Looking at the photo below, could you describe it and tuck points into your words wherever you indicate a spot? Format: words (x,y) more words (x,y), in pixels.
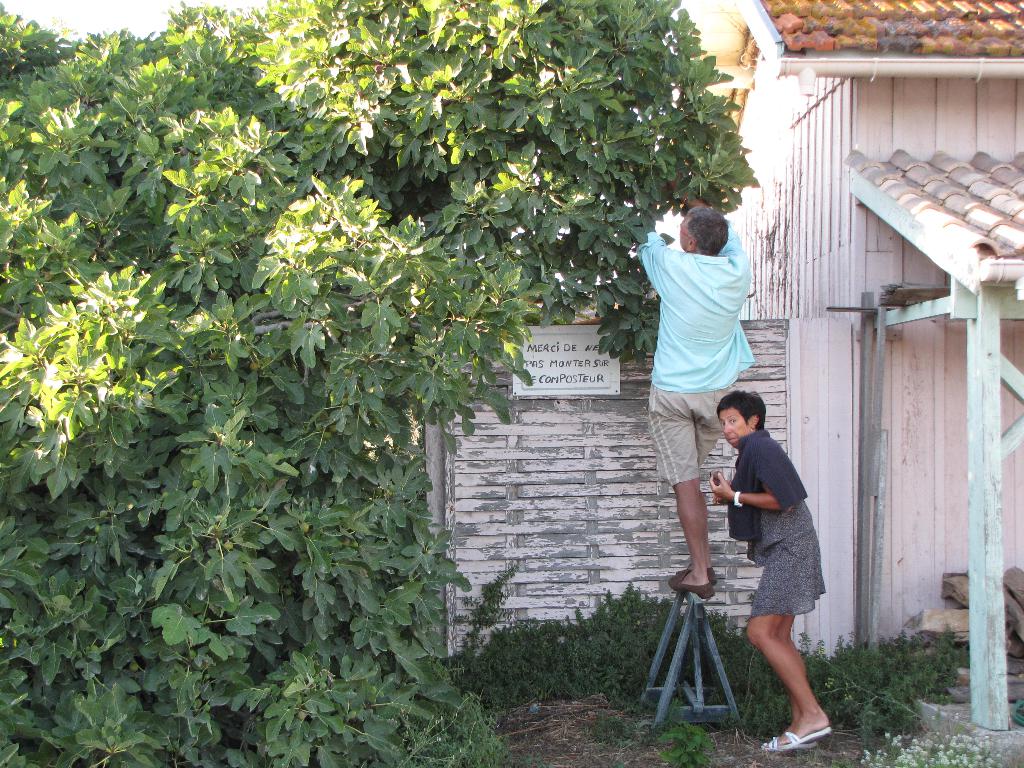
This image consists of trees (273,350) on the left side (218,422). There are plants (640,702) at the bottom (747,691). There is a house (834,300) on the right side (855,419). There are two persons (683,302) in the middle (665,293). One is standing on the stool (673,626).
